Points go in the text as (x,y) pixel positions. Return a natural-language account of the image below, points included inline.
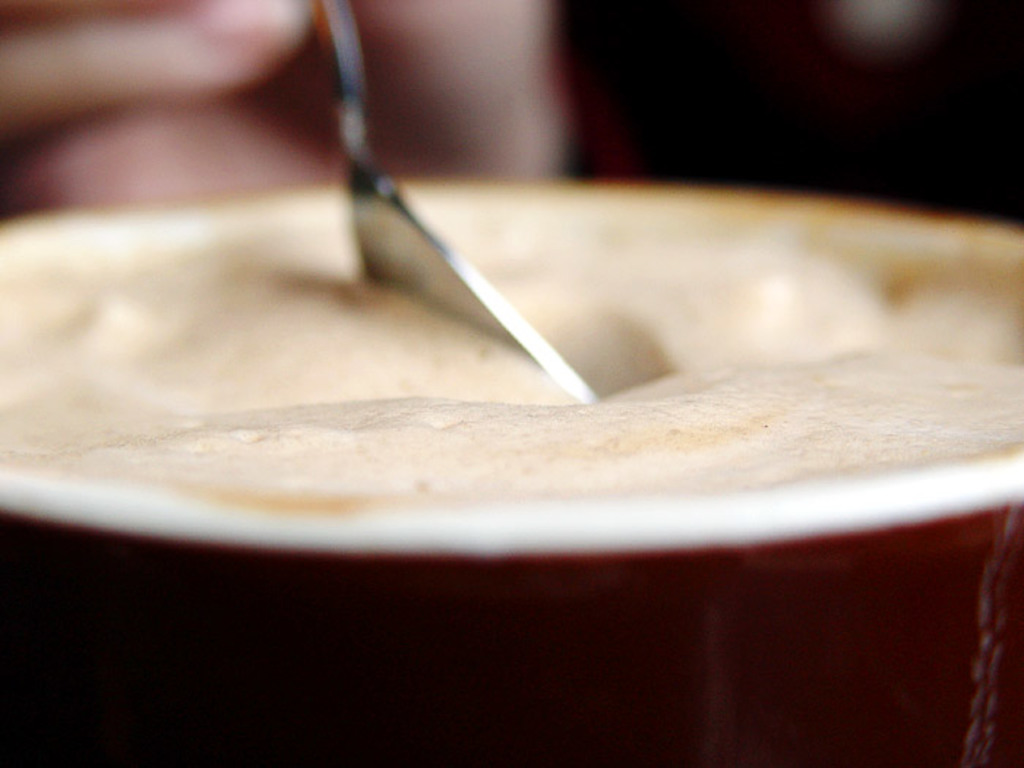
In the image in the center (396,475) we can see one coffee cup (409,555). In cup (607,187), we can see coffee (669,274). On the left top of the image (146,128) we can see one human hand (155,55) holding spoon (356,159).
